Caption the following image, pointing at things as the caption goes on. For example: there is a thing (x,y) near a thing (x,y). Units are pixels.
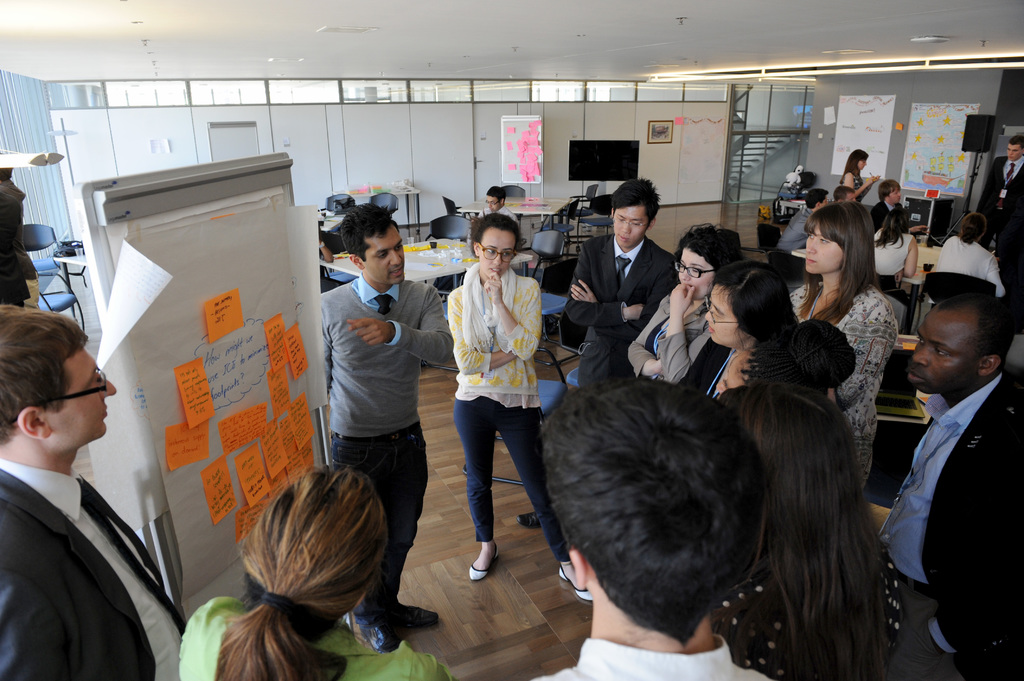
In this image we can see a group of people (527,341) standing on the floor (91,308) and a board (169,497) with some papers (240,437) pasted on it is placed beside them. On the right side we can see a group of people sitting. On the backside (824,168) we can see a wall (550,191), stairs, photo frame (659,141) to a wall (664,155) and some papers (525,180) pasted on a wall (894,135).
